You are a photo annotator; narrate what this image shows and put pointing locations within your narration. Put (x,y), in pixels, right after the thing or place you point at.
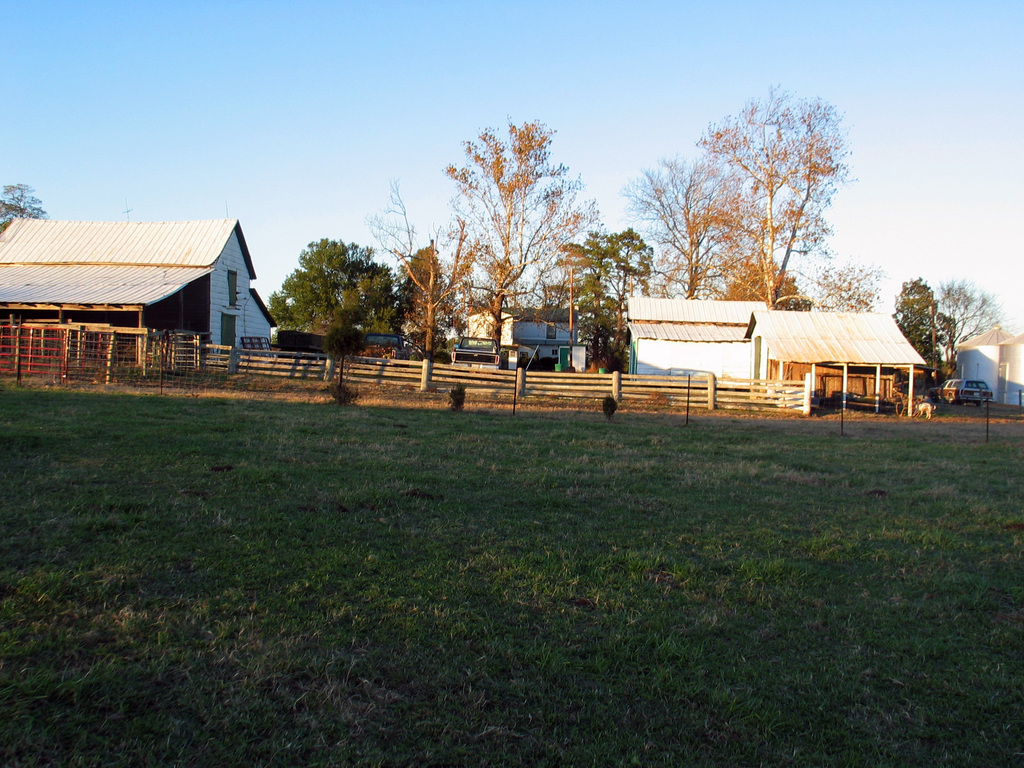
In this image we can see buildings (652,301), sheds (157,293), wooden fence (473,386), ground (749,480), trees (366,282), motor vehicles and sky (294,140).
